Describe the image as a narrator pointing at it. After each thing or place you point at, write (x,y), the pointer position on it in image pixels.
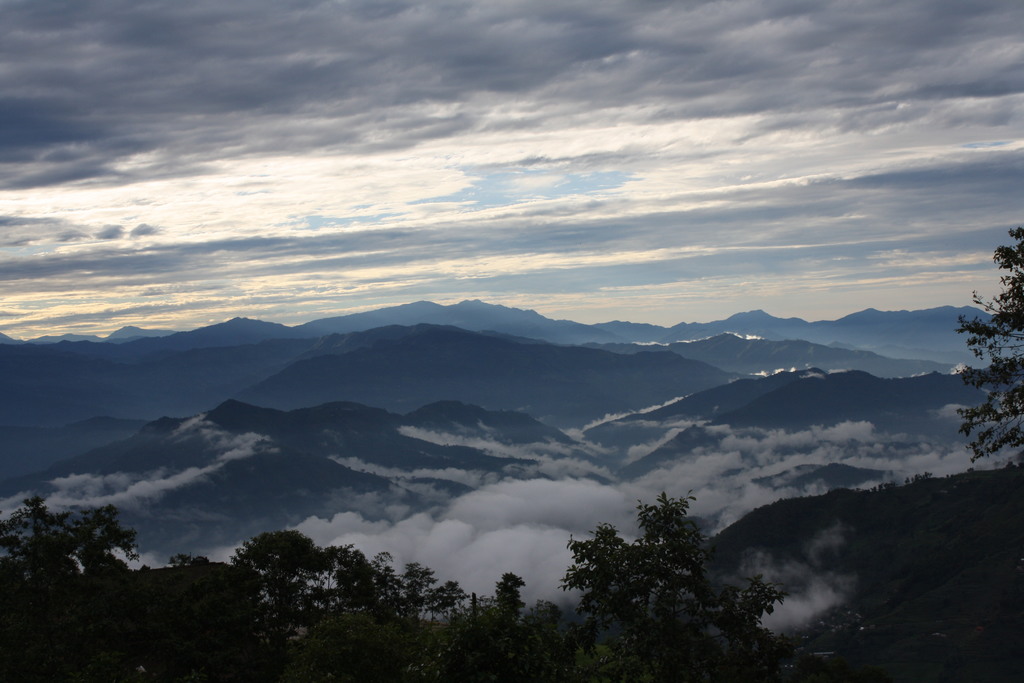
There are trees (996,515) and smoke (702,517) on the mountains (63,436). In the background (713,289), there are clouds (621,163) in the sky (461,233).
